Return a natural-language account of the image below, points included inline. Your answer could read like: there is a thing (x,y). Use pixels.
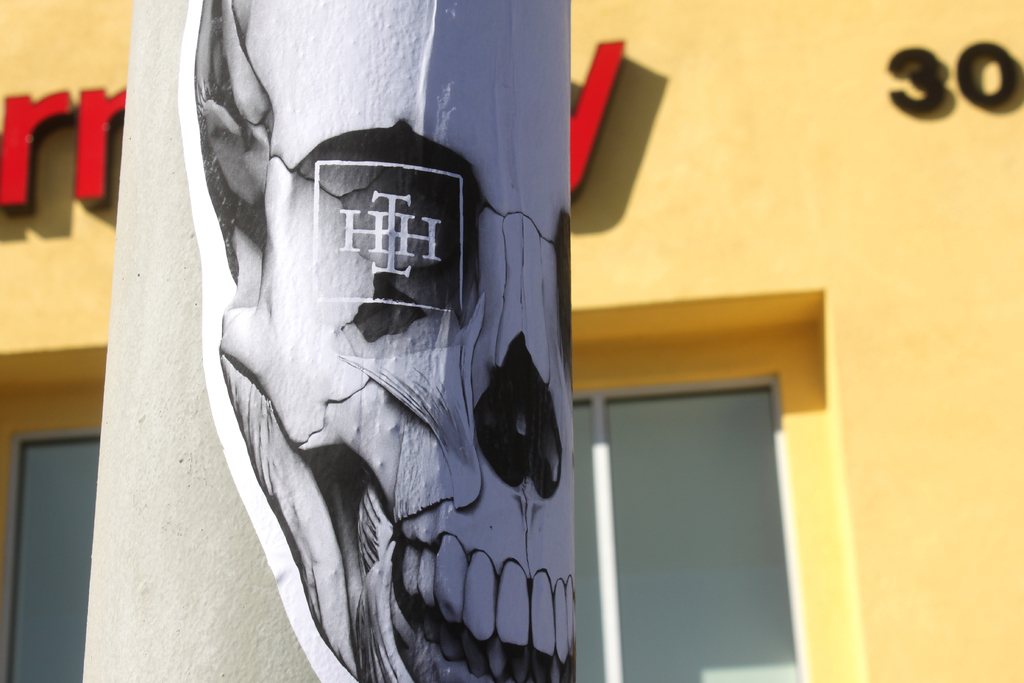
In this image we can see a painting (492,289) on the pillar (569,273), here is the wall (694,321), here is the window (724,558).
